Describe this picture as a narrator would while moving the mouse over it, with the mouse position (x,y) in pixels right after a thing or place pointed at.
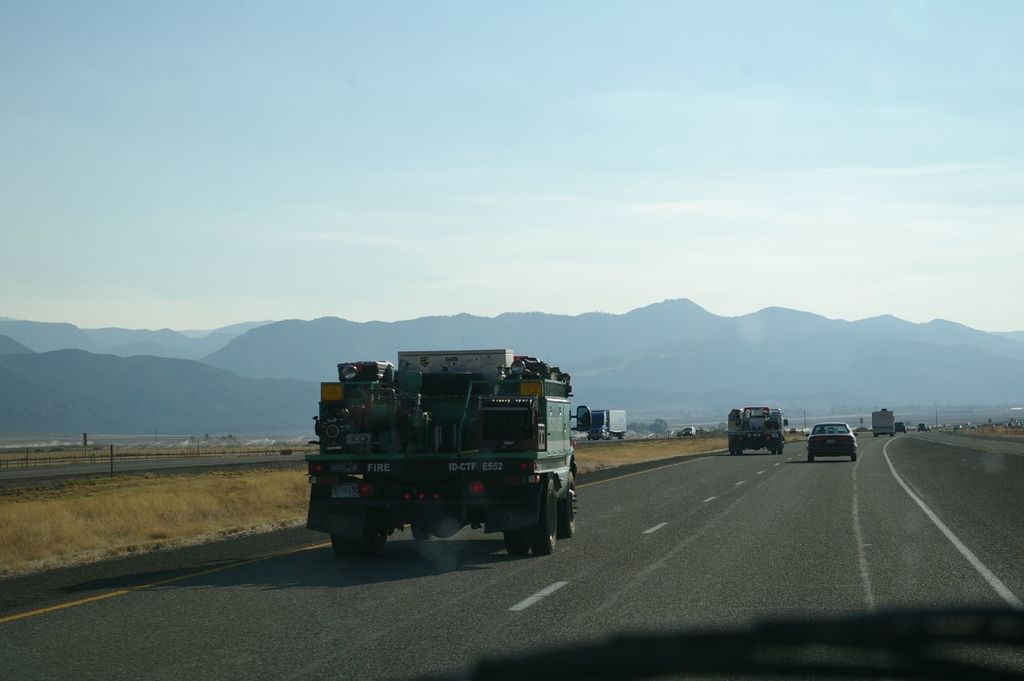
In this image we can see group of vehicles (765,430) moving on the road (613,532). In the background (899,403), we can see mountains (658,343) and the sky (397,247).
